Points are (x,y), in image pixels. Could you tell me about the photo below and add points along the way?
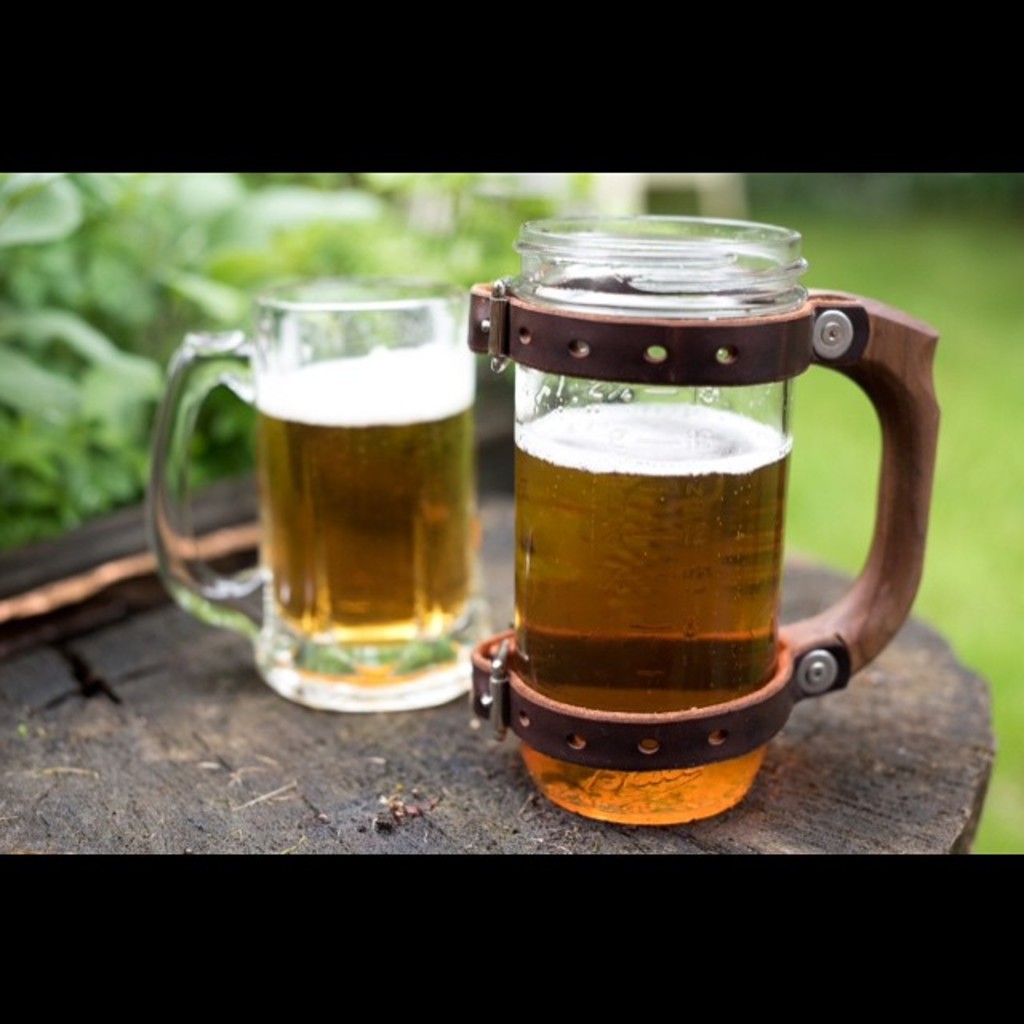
There are two mugs (365,301) on the wooden surface (65,557) in the foreground area of the image (540,521) and the background (966,267) is blurry.
